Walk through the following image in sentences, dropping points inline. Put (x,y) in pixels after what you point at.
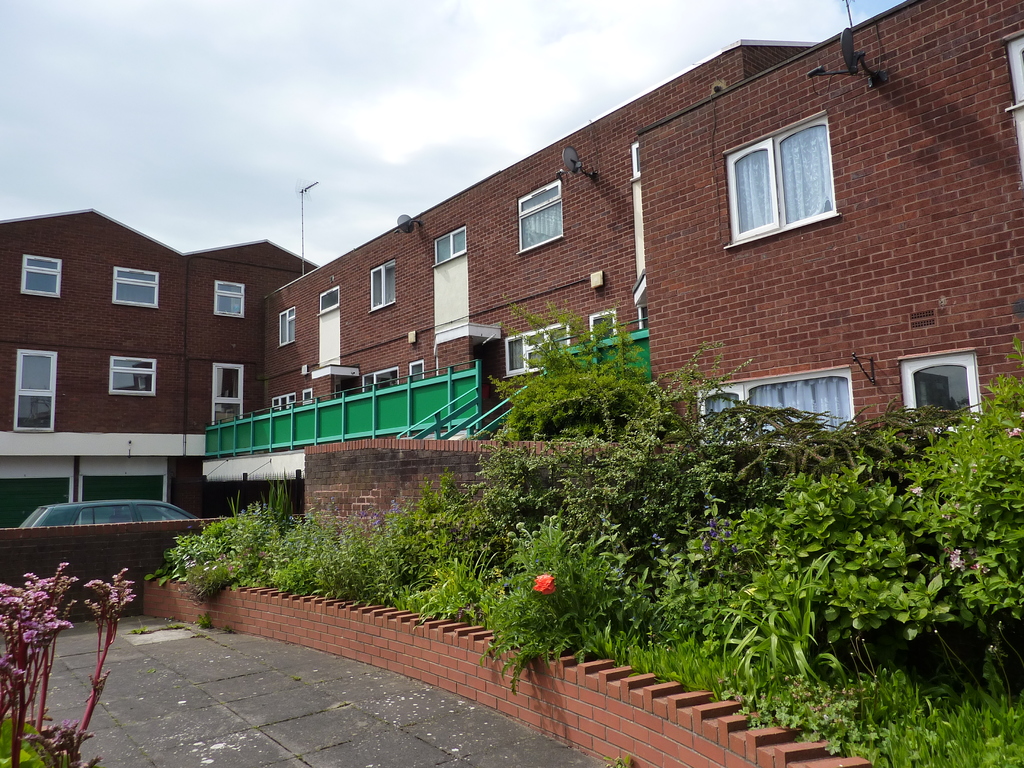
This image contains a building (620,274) and a car (32,525) behind the wall (0,548). There are few plants (848,685) beside the path (274,715). At the left bottom corner (7,655) there is a plant (28,606) having flowers (46,629). At the top of image (308,224) there is a sky (24,139).
